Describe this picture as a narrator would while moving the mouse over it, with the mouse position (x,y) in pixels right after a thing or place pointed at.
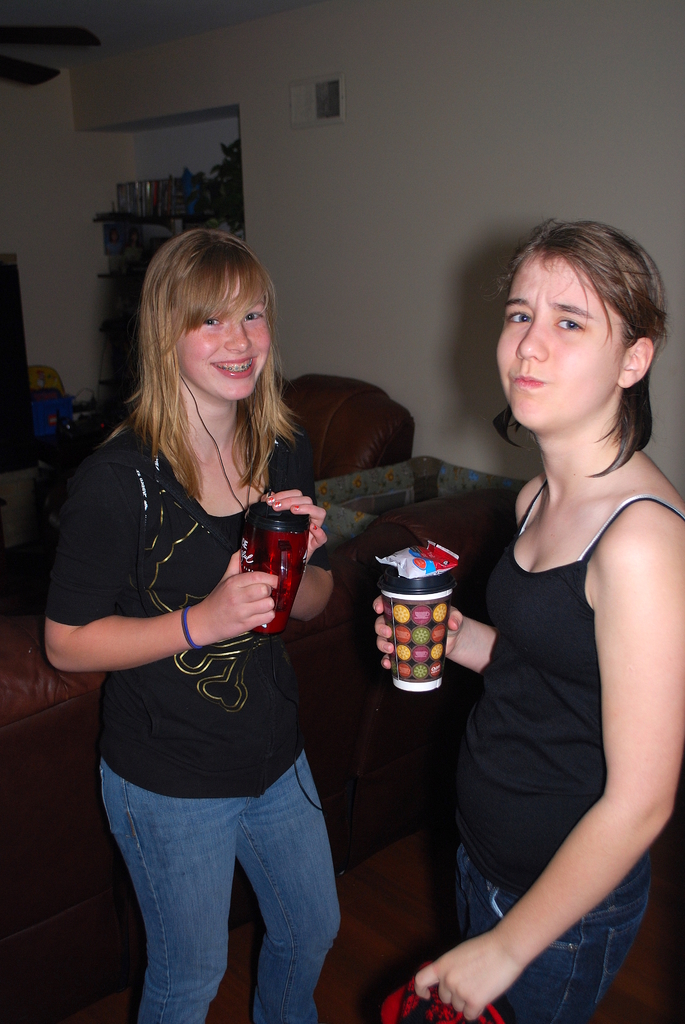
In the center of the image (240,412) we can see two ladies (491,799) standing and holding mugs (282,590) in their hands (390,632). In the background (386,157) there is a wall (344,204) and we can see a shelf (206,199). There are things (191,199) placed in the shelf (194,219). At the bottom (52,812) there are sofas (413,527).
